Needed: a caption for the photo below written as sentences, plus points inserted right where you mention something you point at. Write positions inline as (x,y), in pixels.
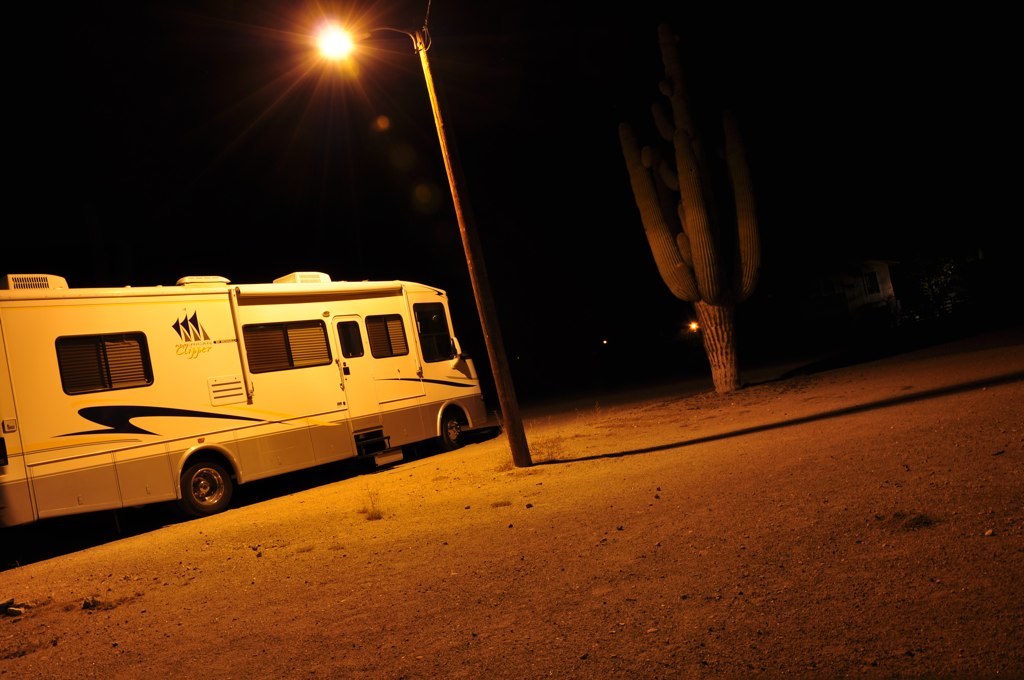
In this image we can see a bus (211,395) with windows (276,354). There is a light pole (326,43). Also there is a cactus plant (701,259). In the background (516,99) it is dark.
